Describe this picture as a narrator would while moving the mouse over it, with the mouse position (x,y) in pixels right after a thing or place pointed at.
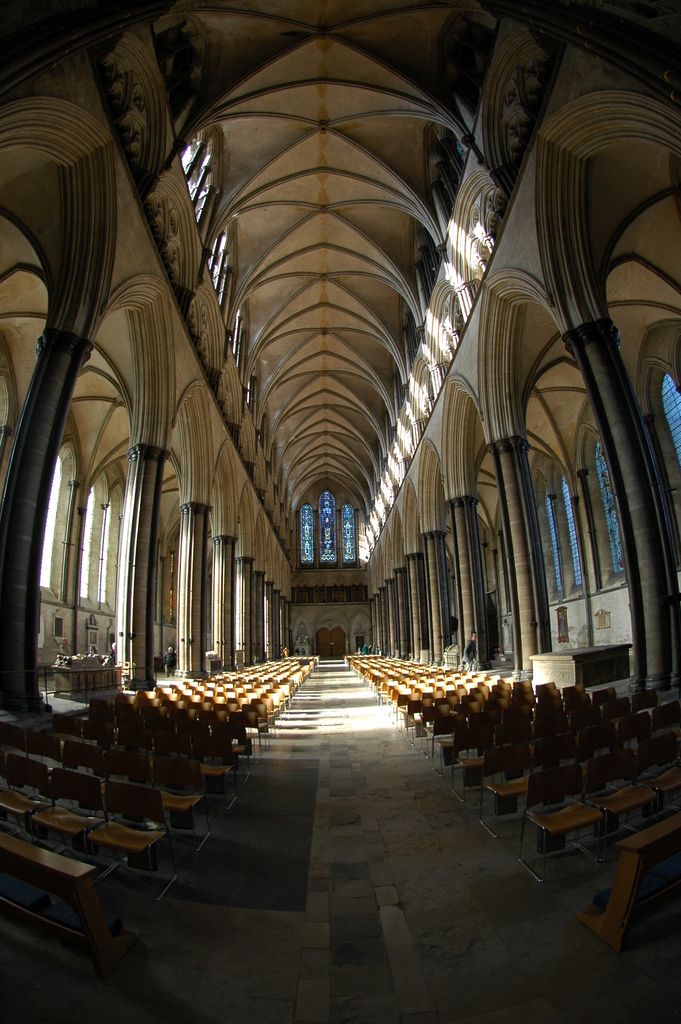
The picture is taken inside a cathedral (175,202). In the foreground of the picture (28,697) we can see chairs (269,680), pillars (250,648), table (63,685), people (165,660) and various objects (78,671). In the background (322,592) we can see windows (324,540) and wall (361,595). At the top (329,216) we can see windows (194,181) and roof (325,228).
